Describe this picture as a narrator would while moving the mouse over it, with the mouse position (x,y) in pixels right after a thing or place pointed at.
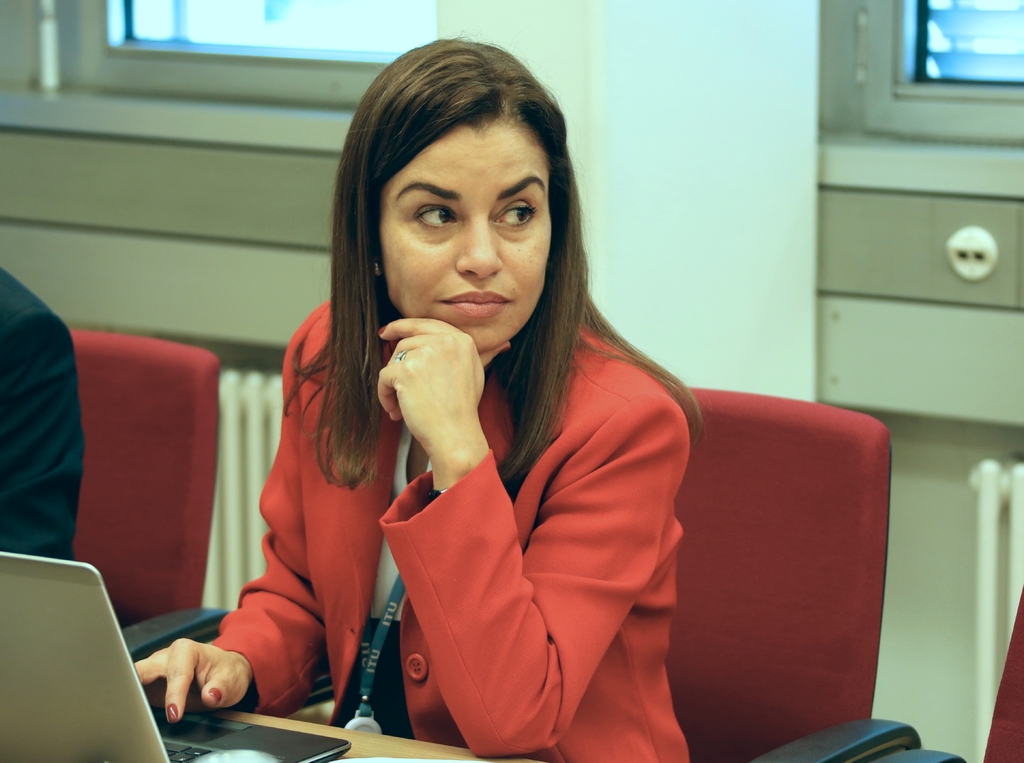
In this picture we can see two people (6,304) sitting on chairs (825,473) where a woman (335,605) wore a blazer (302,499), id card (371,674) and in front of them we can see a laptop (50,685) on the table (371,745) and in the background (193,72) we can see windows (136,29) and some objects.
